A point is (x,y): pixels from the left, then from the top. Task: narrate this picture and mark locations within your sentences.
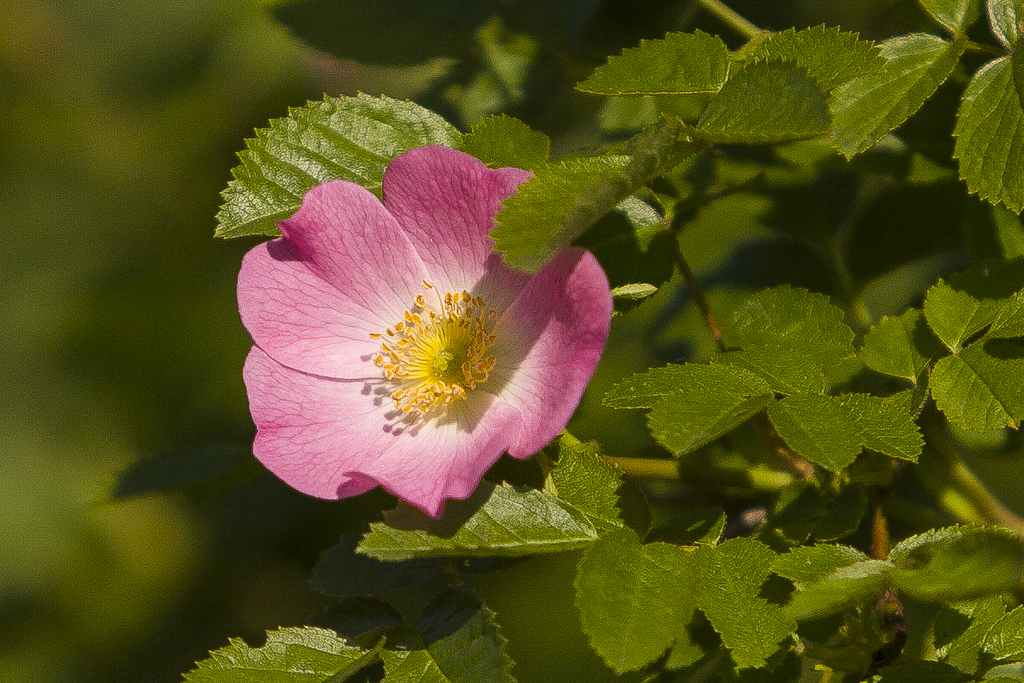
In the picture we can see a plant (449,604) with pink color flower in it and beside the plant (697,653) we can see some plants (114,420) which are not clearly visible.
